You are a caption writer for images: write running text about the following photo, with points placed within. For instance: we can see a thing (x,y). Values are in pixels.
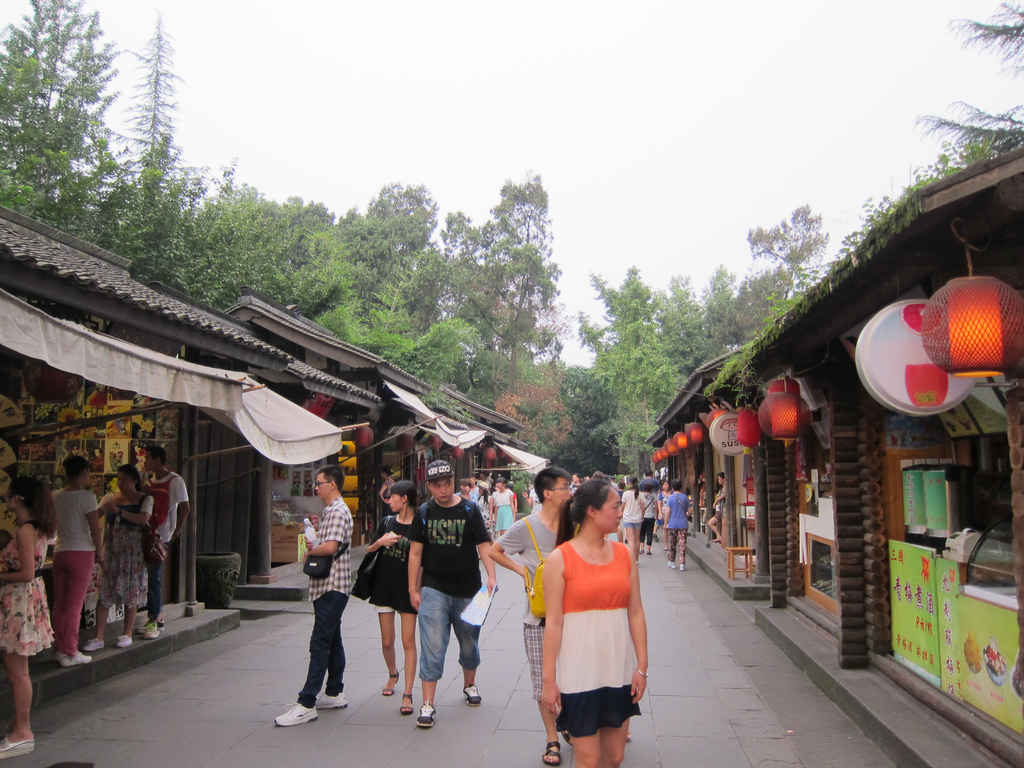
In this image I can see few people (413,582) are walking on the road (485,706). These people (427,702) are wearing the different color dresses (434,541). To the side of these people (148,513) I can see the houses (282,343) and shops (377,468). And there are lights (696,438) and boards (734,427) can be seen to the shops (828,351). In the background (472,295) I can see the trees (384,284) and the white sky (259,86).
